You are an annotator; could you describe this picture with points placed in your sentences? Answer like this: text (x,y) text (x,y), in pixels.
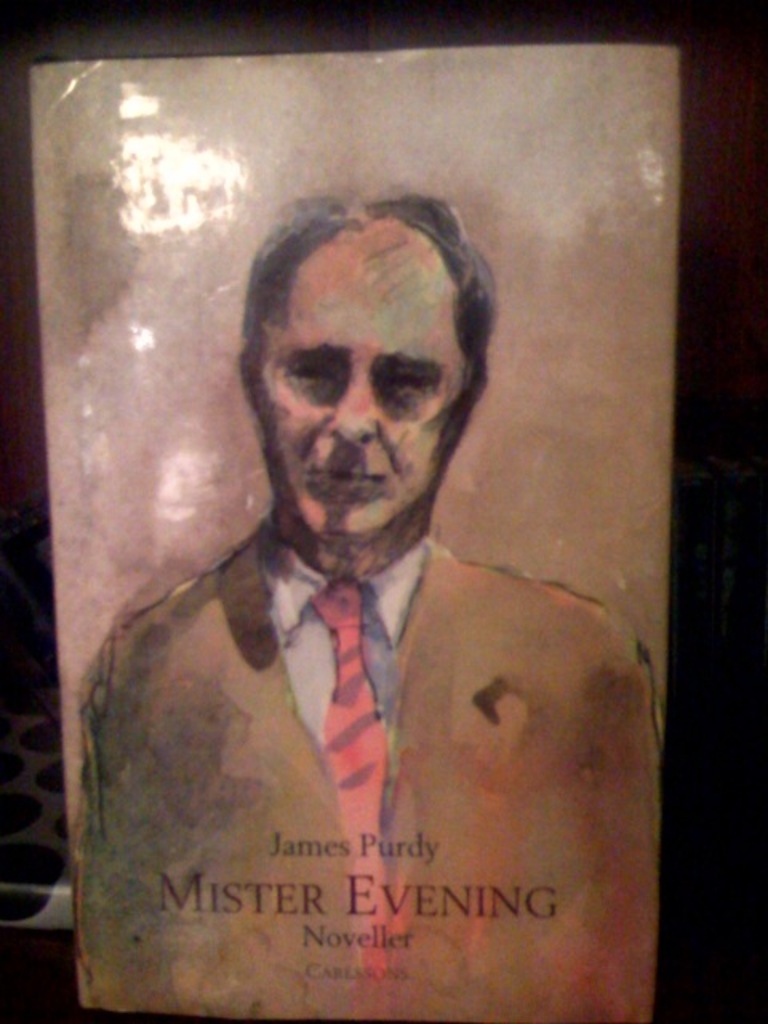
In the foreground (282,79) I can see a book (670,144) with a person's painting (632,820). This image is taken may be in a room (394,42).
